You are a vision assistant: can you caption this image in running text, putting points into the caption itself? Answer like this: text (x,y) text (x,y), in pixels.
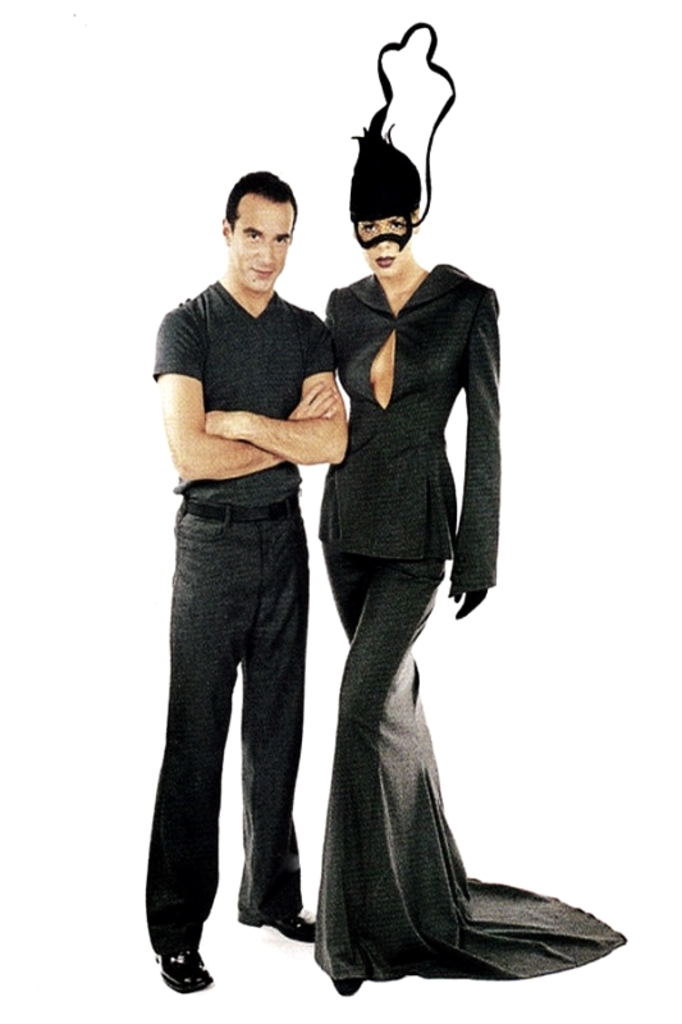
In this image I can see two persons (230,492) and they are wearing black color dresses (246,368) and I can see the white color background (620,654).
